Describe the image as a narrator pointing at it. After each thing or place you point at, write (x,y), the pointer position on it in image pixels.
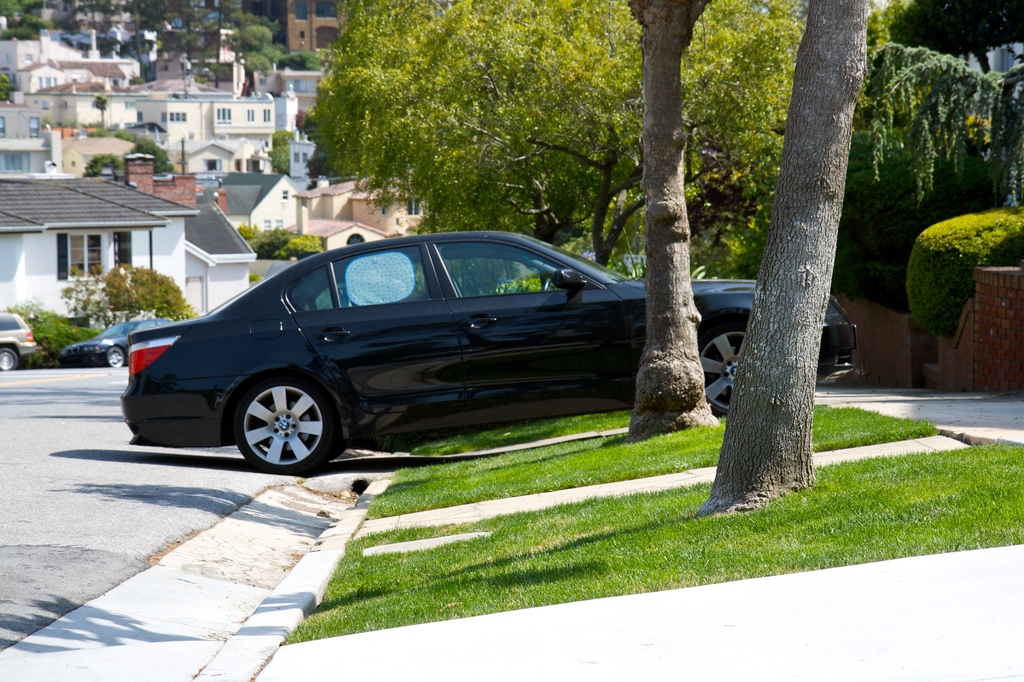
In this image I can see few vehicles (149,395) on the road (82,393). To the right (770,360) I can see the trees (770,292) and plants (921,325). In the background (314,177) I can see many buildings (301,182) and few more trees (261,243).
